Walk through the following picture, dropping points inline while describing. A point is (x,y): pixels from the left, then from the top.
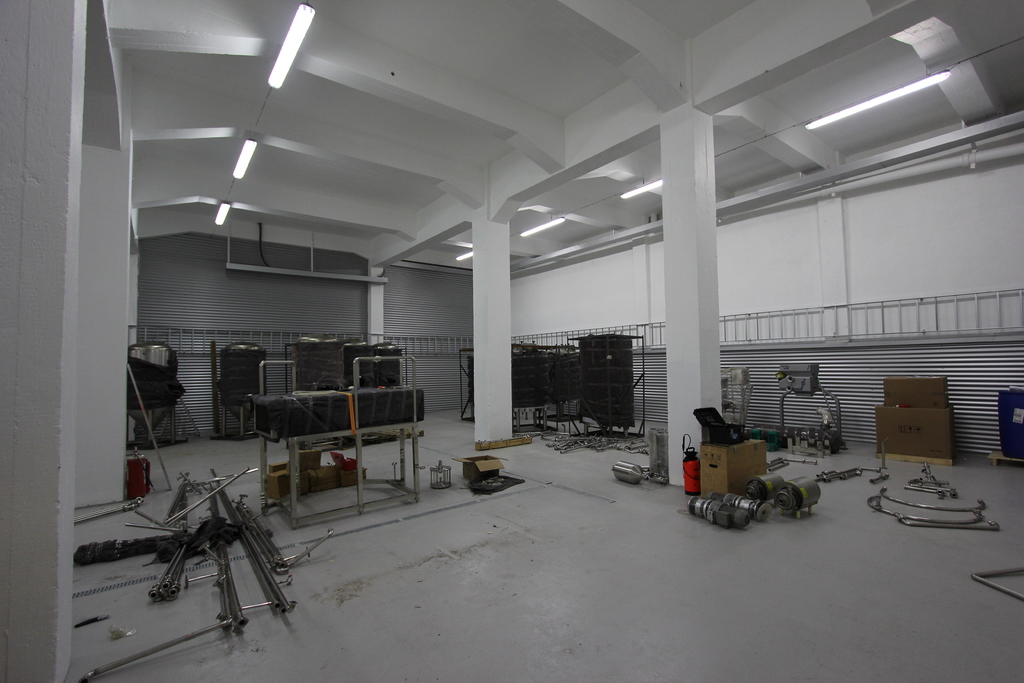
In this image I can see the floor (538,572), few metal rods (232,571) on the floor (282,512), few metal objects (727,509), few tables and few cardboard boxes (736,486). I can see few pillars (503,355), few tanks (331,370), the ceiling (408,82), few lights (295,35) to the ceiling (765,148) and the wall (419,327).
